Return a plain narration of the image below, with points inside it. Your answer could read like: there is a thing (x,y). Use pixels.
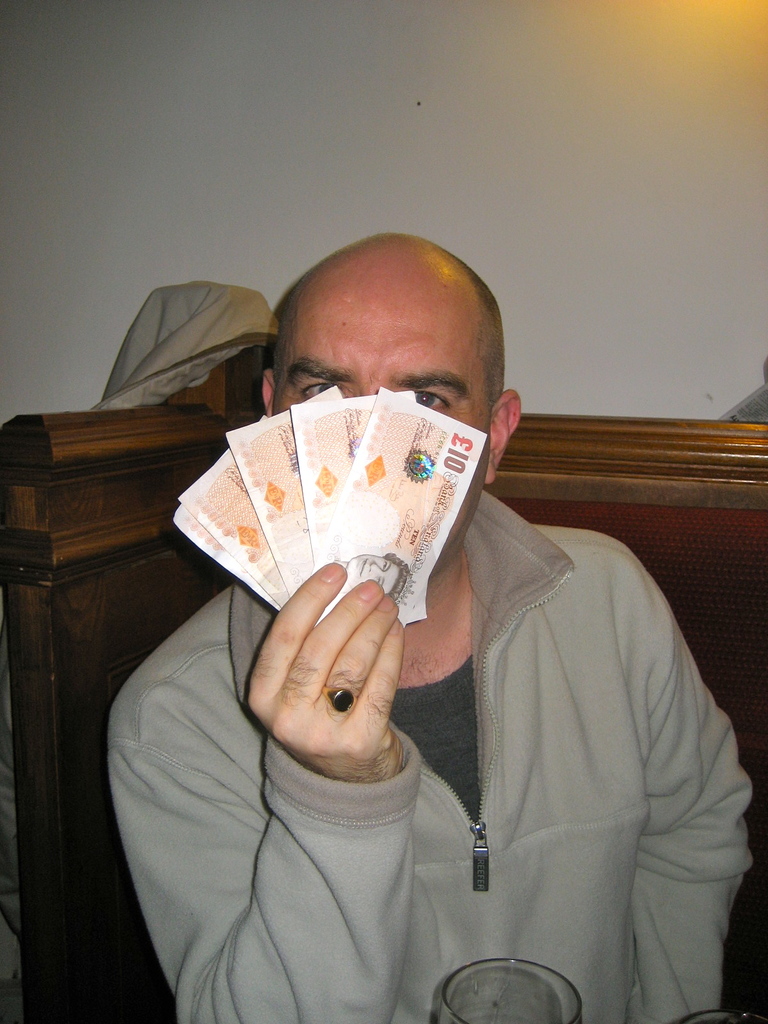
In the center of the image (336,448) there is a person (333,818) holding a currency (328,611). In the background (460,88) there is wall (236,166) and cloth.
